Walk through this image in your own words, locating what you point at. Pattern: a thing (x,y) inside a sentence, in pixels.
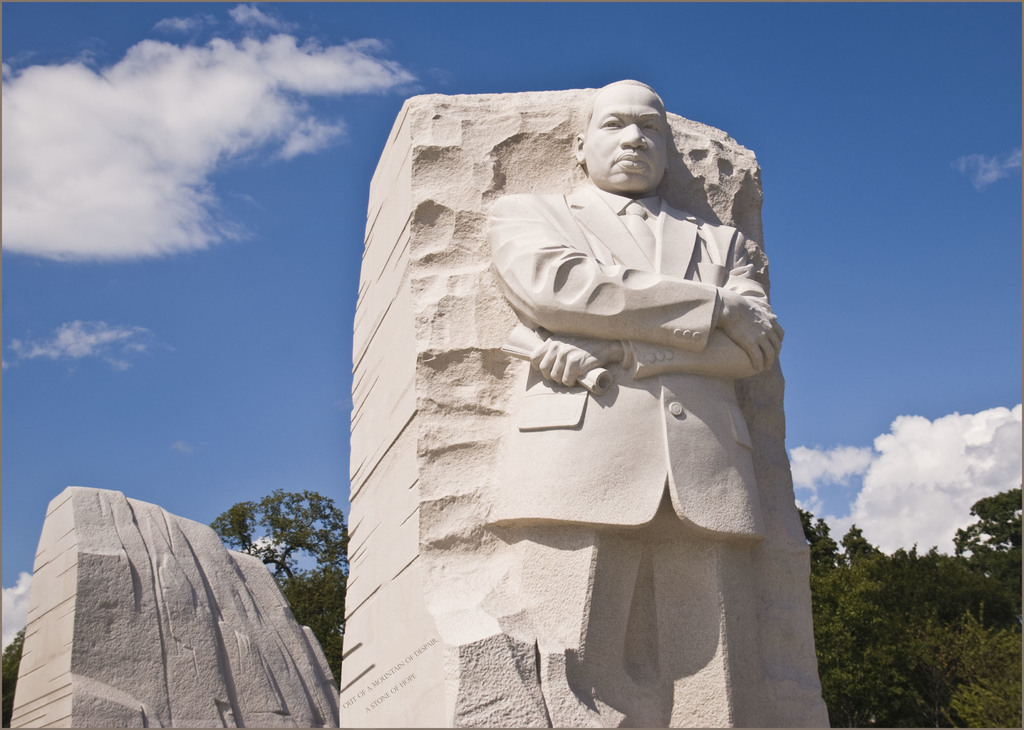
In this image there is the sky (233,299), there are clouds (191,109) in the sky (248,146), there are trees (289,543), there is a sculpture (364,490) of a person (626,488).
